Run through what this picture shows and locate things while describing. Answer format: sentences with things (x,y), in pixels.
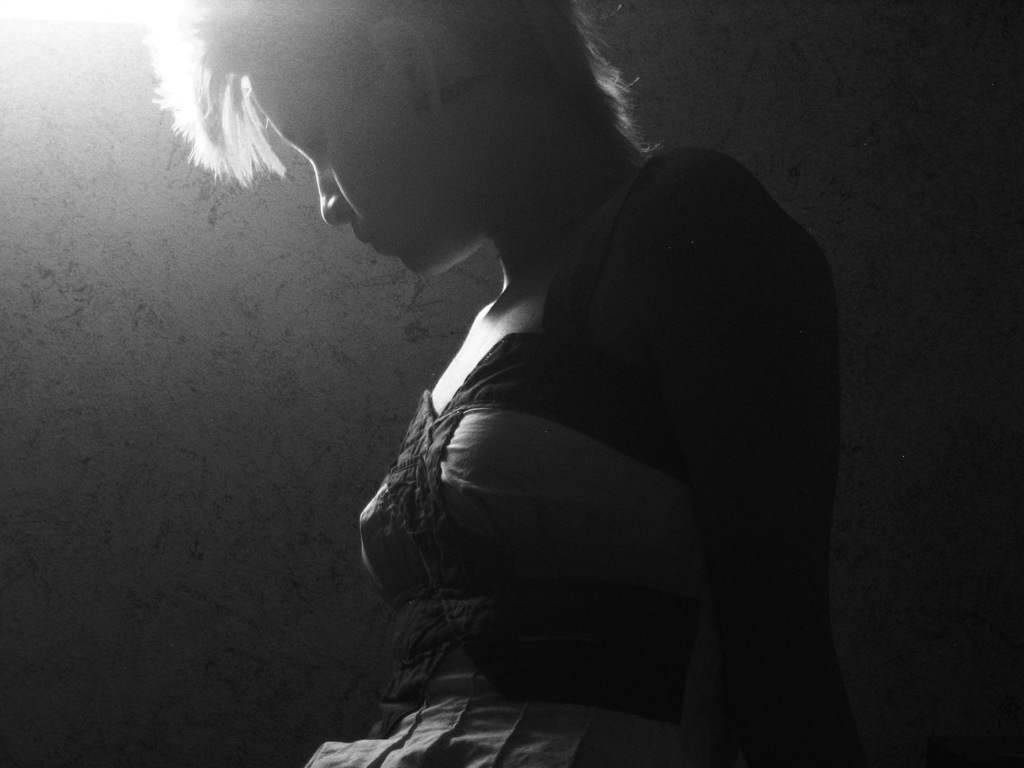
In this picture there is a woman (619,326) who is wearing black dress (639,680). She is standing near to the wall (957,319).
